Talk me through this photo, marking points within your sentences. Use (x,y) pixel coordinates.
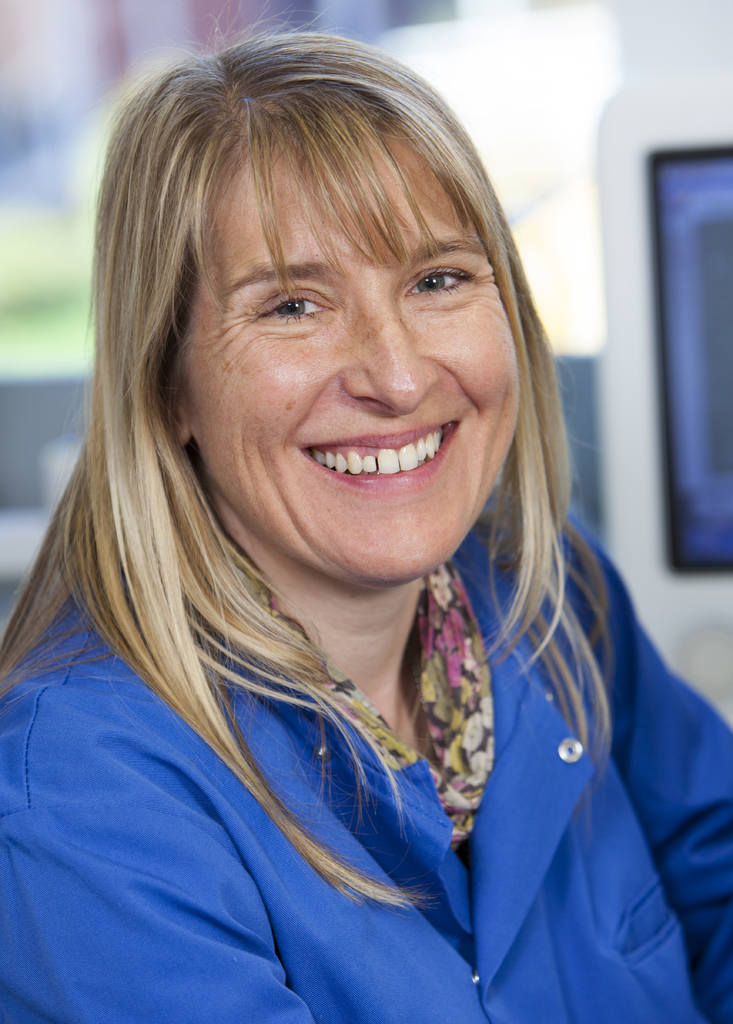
In this image we can see a lady (261,539) wearing blue color dress (385,839), she has a brown color hair (147,211), and she is smiling.
